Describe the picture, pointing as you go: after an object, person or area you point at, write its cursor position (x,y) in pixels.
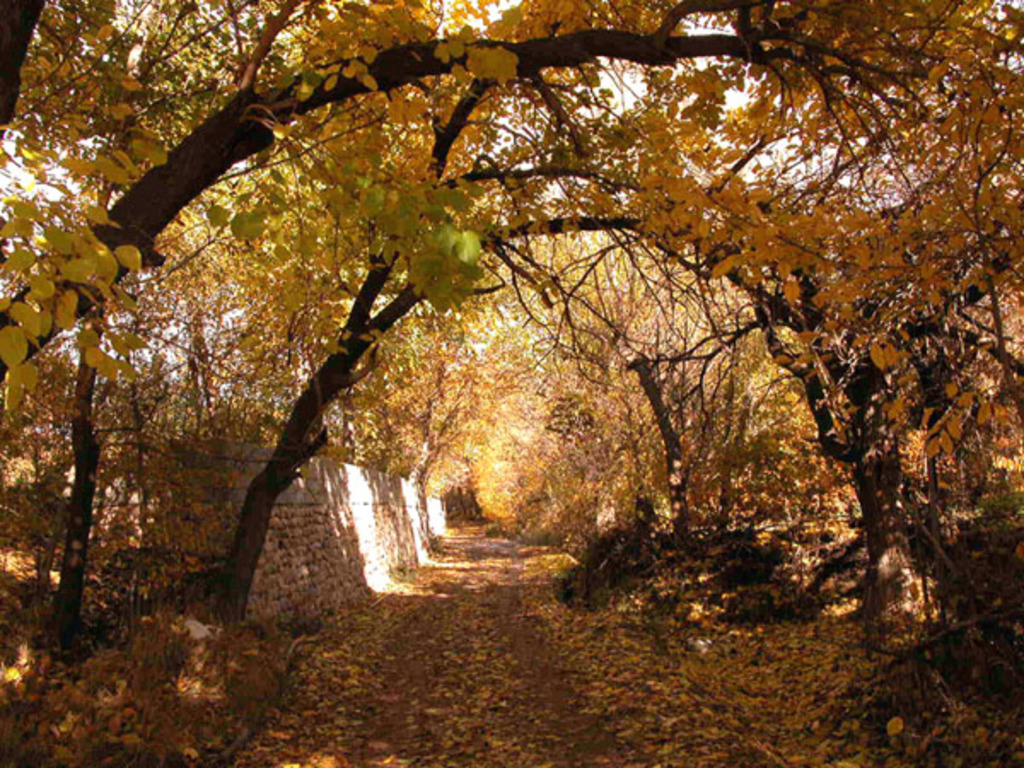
In this picture I can see trees (419,287) and a wall (400,480) on the left side (269,542) and I can see few leaves (657,663) on the ground (415,643) and I can see sky (742,101).
